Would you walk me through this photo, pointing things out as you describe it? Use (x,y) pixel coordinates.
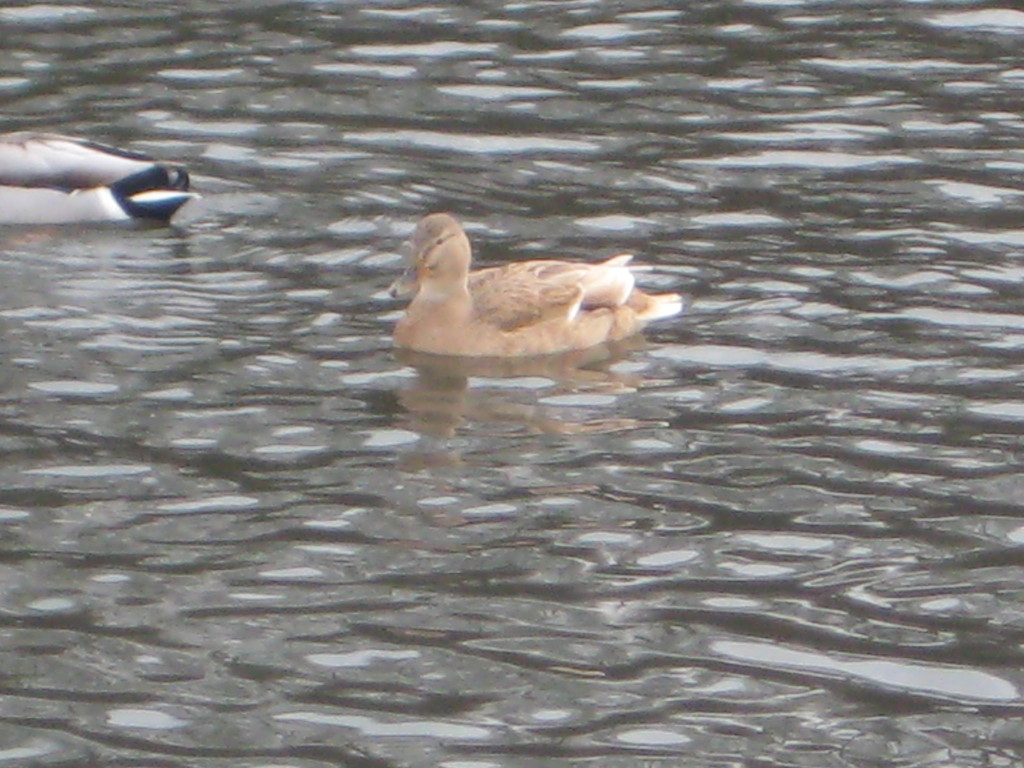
In this image, we can see birds (20,141) are swimming in the water (963,150).
